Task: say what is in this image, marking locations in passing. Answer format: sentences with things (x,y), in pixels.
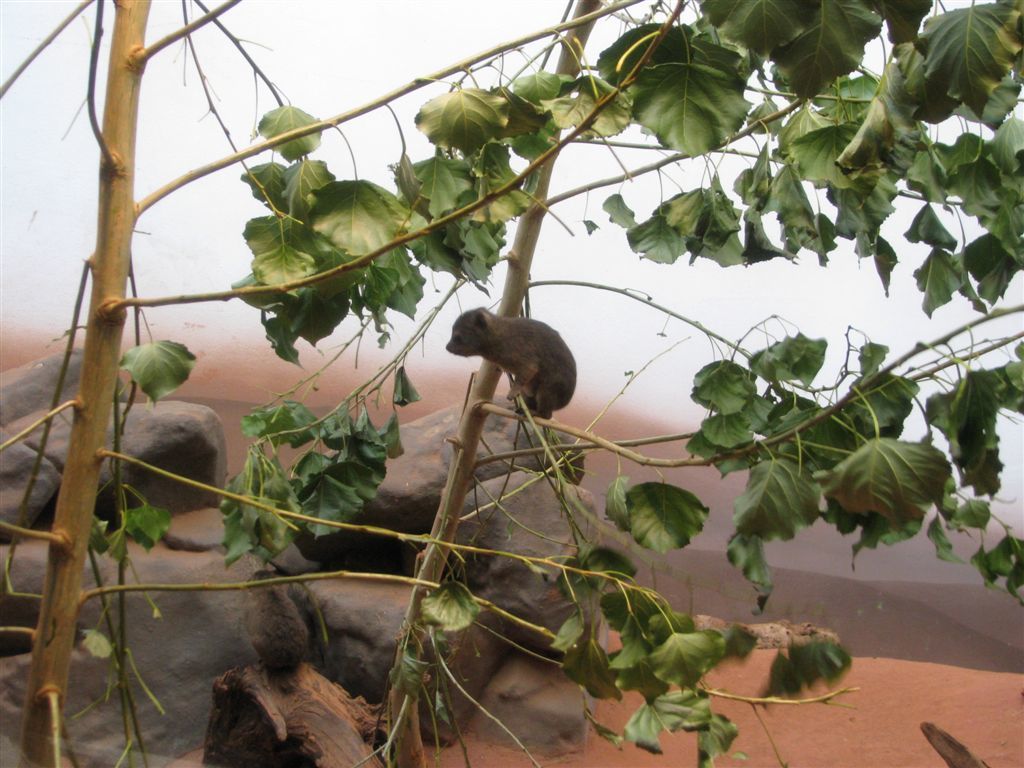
Here in this picture we can see a rodent (489,345) present on the branches (108,178) of a plant (128,747) over there and behind that we can see rock stones (122,726) present over there.
